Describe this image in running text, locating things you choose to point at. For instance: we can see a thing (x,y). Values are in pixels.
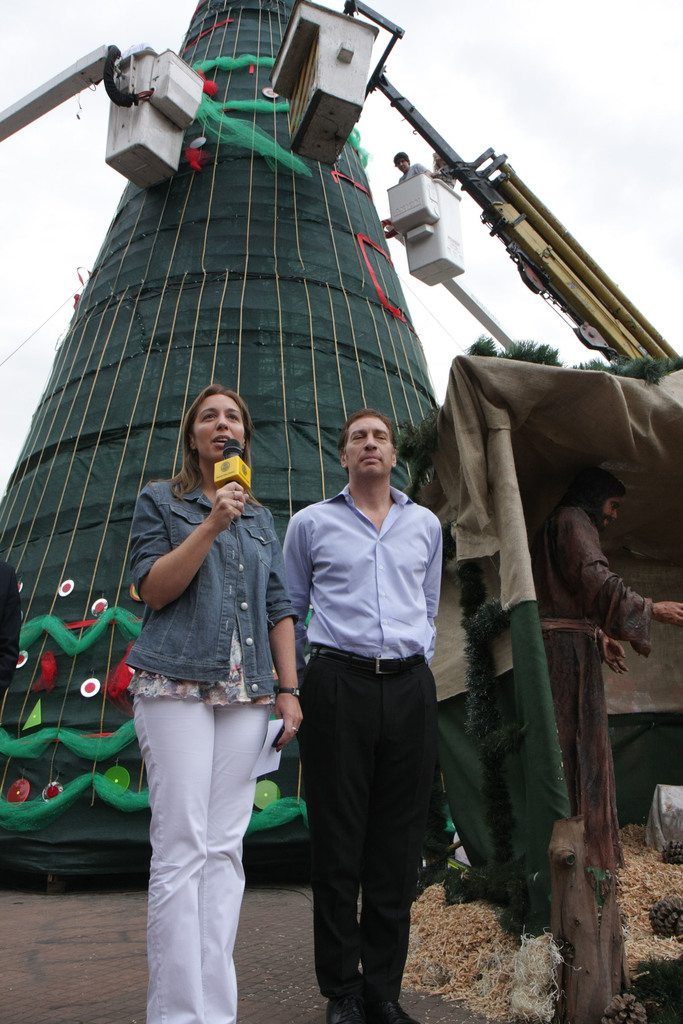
In this image I can see a woman (178,754) wearing blue and white colored dress (202,655) and a man (357,603) wearing shirt (382,601) and black colored pant (375,778) are standing and I can see a woman (237,501) is holding a microphone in her hand (221,509). In the background (268,270) I can see few cranes (434,140), a person (443,170) standing in the crane (450,214), a huge green colored structure (267,288), a statue (585,641), a tent (535,683) and the sky (551,146).
